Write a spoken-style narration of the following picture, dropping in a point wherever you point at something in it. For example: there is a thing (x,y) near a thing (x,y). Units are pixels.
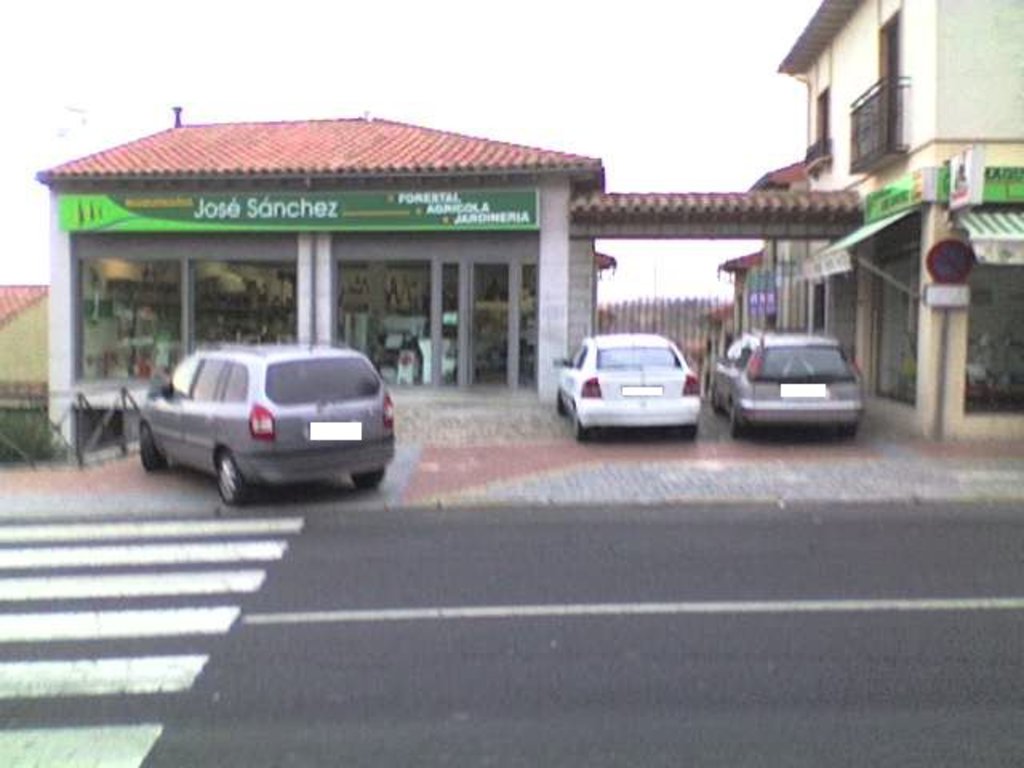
In this image I can see few vehicles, background (533,336) I can see a stall (517,326) and a green color board (391,197) attached to the stall (523,181), a building (847,69) in cream color and the sky (469,70) is in white color.
